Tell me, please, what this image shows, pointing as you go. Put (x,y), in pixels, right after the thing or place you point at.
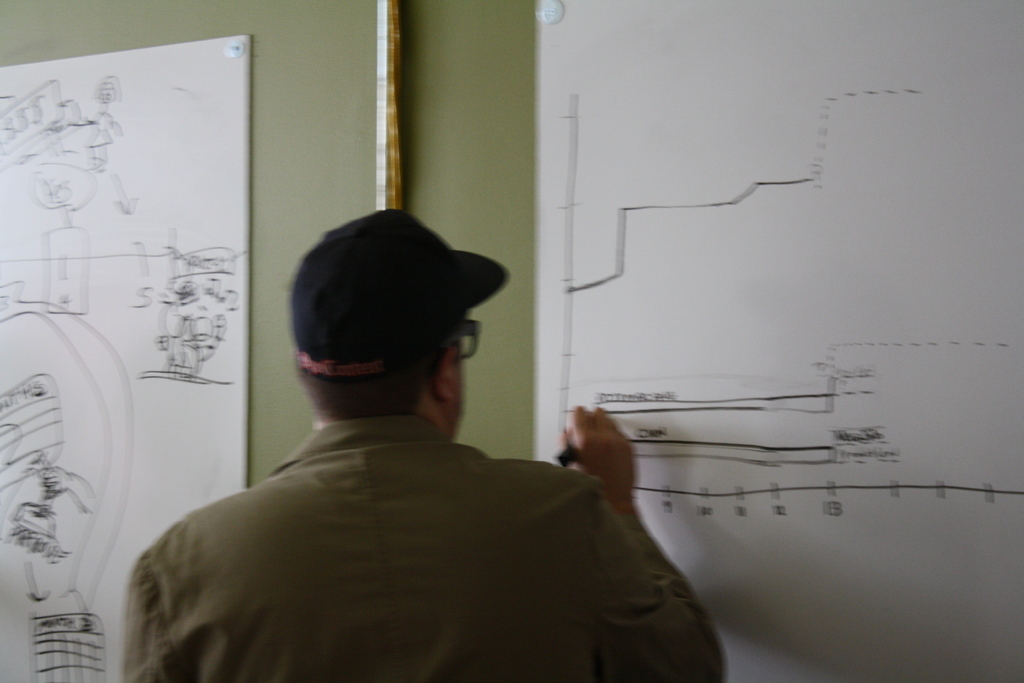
In this picture, we see the man (259,604) in the green shirt (434,529) who is wearing the spectacles (472,349) and a black cap (391,274) is drawing something on the white chart (776,323) or a white board (674,253). Behind that, we see a green wall (480,148). On the left side (93,242), we see a white chart (113,415) or a white board (162,430) on which something is drawn.
